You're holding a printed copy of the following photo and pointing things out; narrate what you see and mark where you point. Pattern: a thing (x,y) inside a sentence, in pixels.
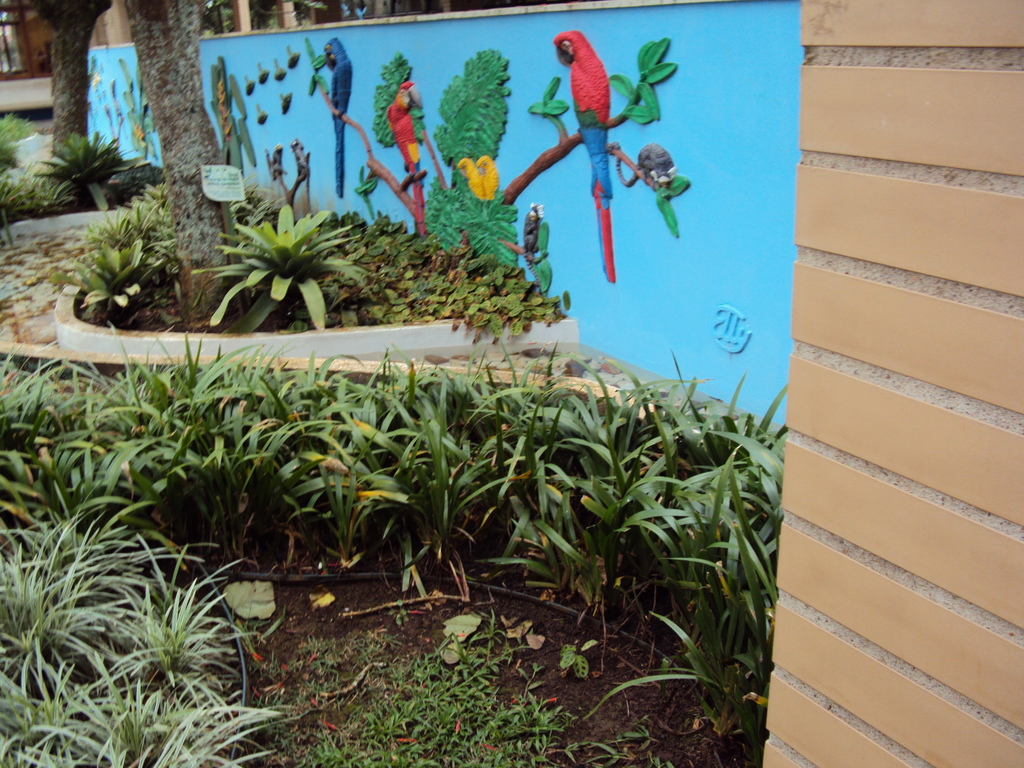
In this image, we can see sculptures (550,117) on a wall (563,167) and in the background (56,40), we can see trees (214,221), boards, bushes (171,368) and there are some poles (125,22). At the bottom (413,670), there is ground (395,669).
